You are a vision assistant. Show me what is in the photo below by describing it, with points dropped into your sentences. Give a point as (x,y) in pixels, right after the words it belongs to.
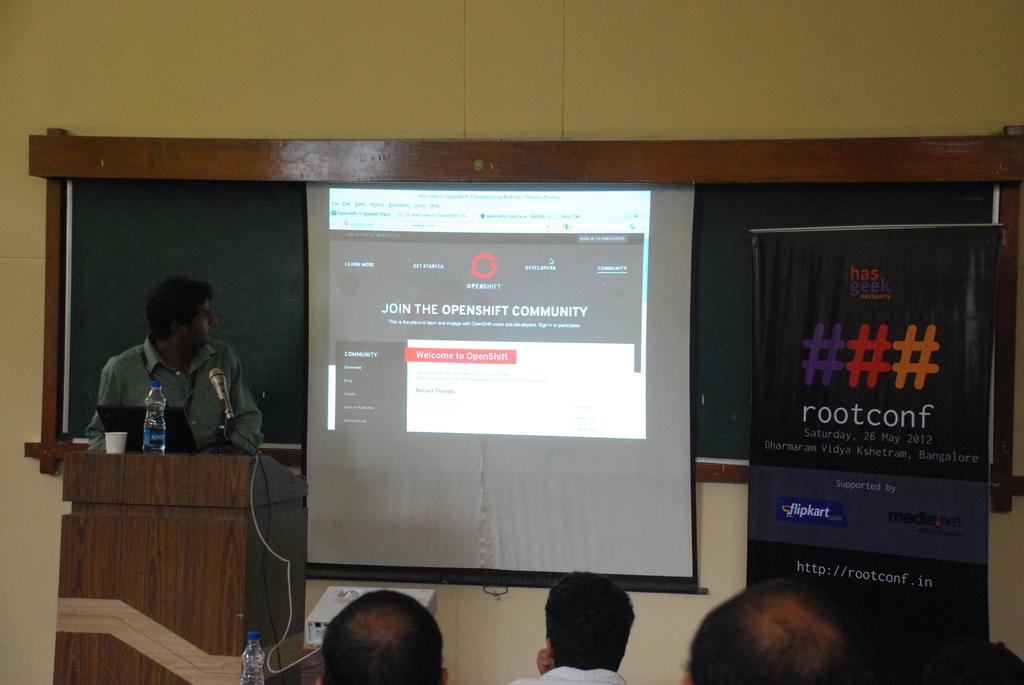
In this image we can see a person (121,385) standing near a podium (117,472). On the podium (193,464), we can see few objects (186,446). In the background (444,399), we can see a wall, board (126,332), banner (873,502) and a projector screen (509,326). On the banner (859,373) we can see some text (859,353). At the bottom (386,646) we can see persons (386,646), projector (322,631) and a bottle (251,653).
